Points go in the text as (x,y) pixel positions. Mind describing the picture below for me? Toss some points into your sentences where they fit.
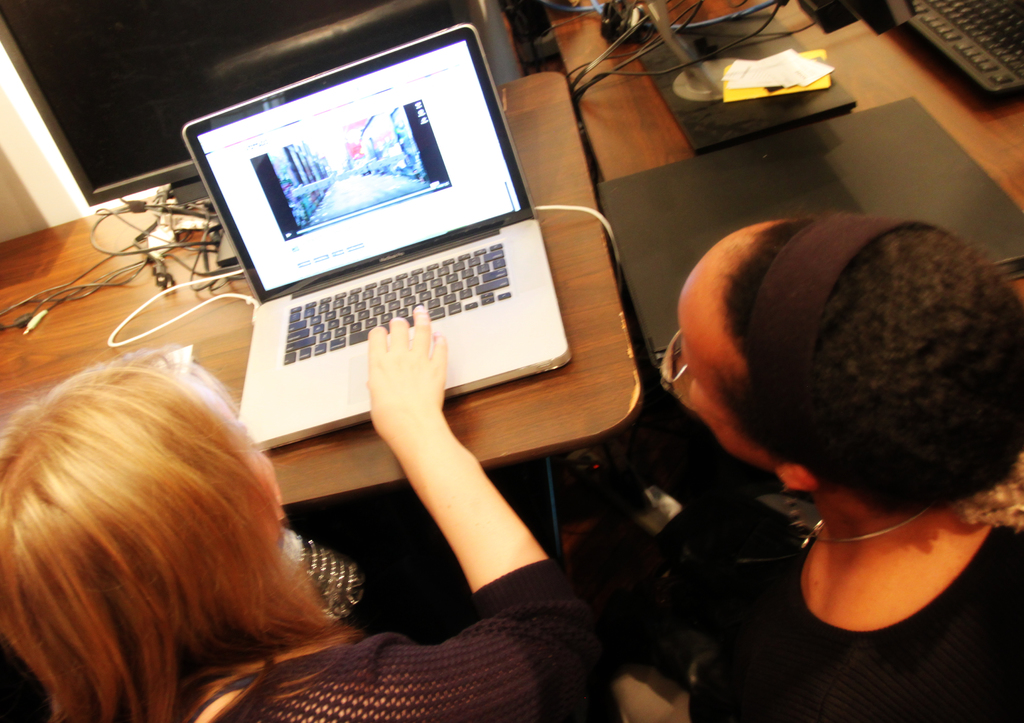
In this picture we can see there are two people (927,579) sitting and in front of the people (800,565) there are tables (602,345). On the tables (560,380) there are laptops (333,281), a keyboard (966,68), monitor (141,39), cables (86,284), papers (789,77) and some objects (691,185). Behind the monitor (135,99) there is a wall (23,139).
